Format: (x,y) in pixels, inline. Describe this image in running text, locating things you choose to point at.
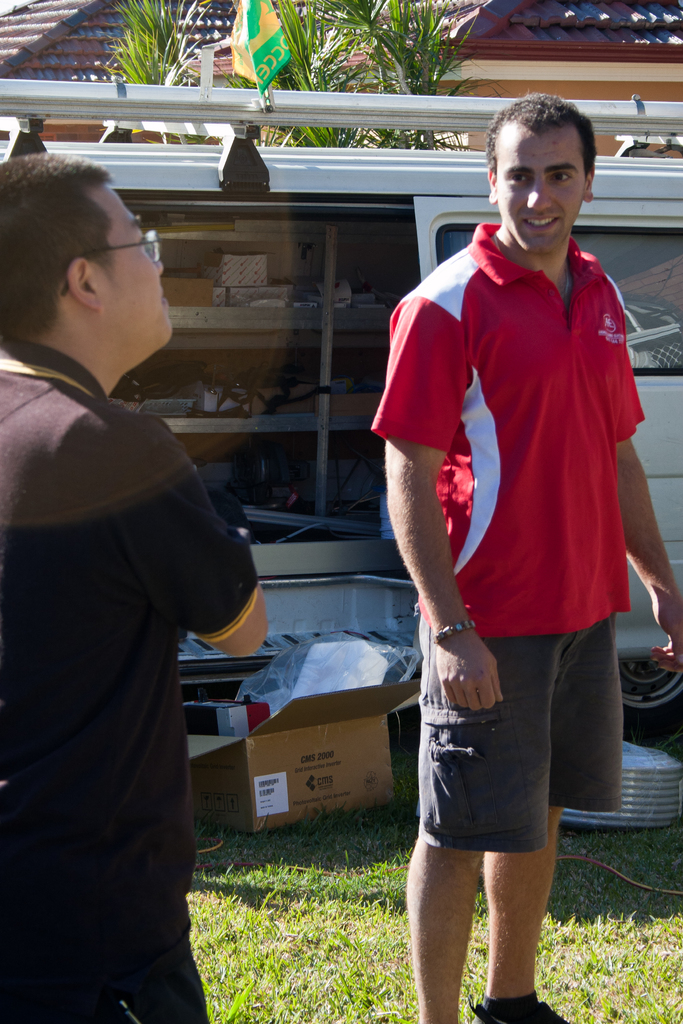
At the bottom of this image (303,972) I can see the grass (279,1004). Here I can see two men (552,247) are standing. In the background (325,242) there is a vehicle (435,235) and there is a card box (293,778) on the ground (317,821). At the top of the image (307,43) there is a plant (418,68) and a building (571,60).
